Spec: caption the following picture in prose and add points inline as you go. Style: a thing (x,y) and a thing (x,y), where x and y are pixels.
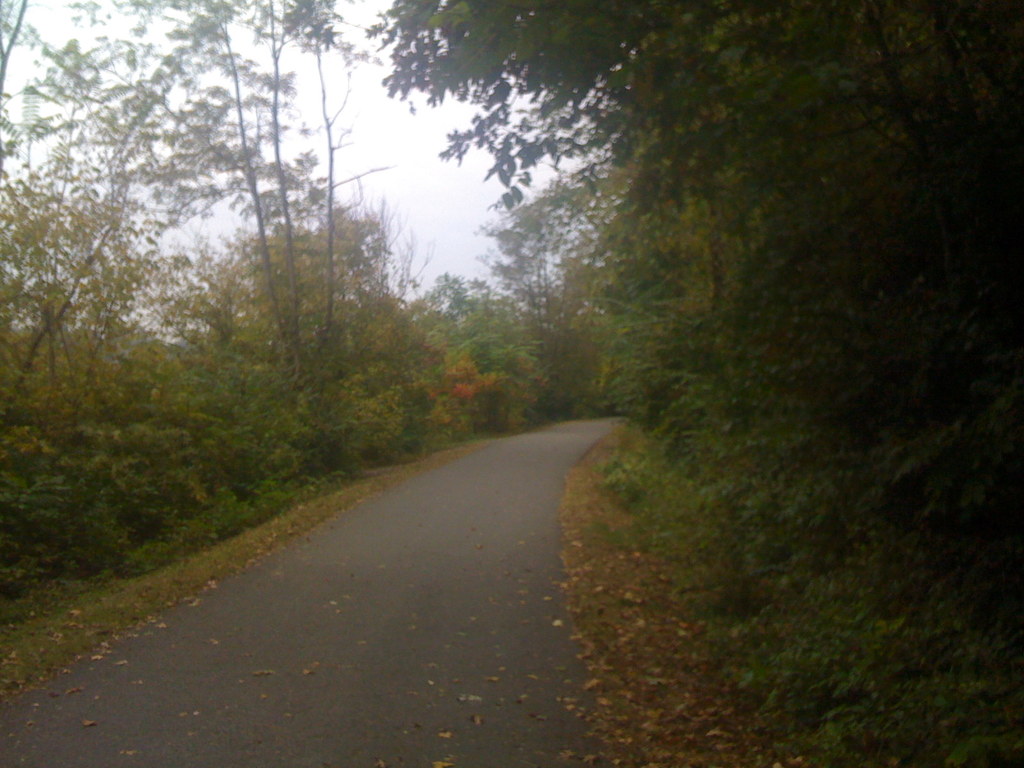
At the center of the image (495,499) there is a road (466,464). On the right (744,391) and left side of the image (166,388) there are trees (525,262). In the background (468,217) there is the sky (474,243).
